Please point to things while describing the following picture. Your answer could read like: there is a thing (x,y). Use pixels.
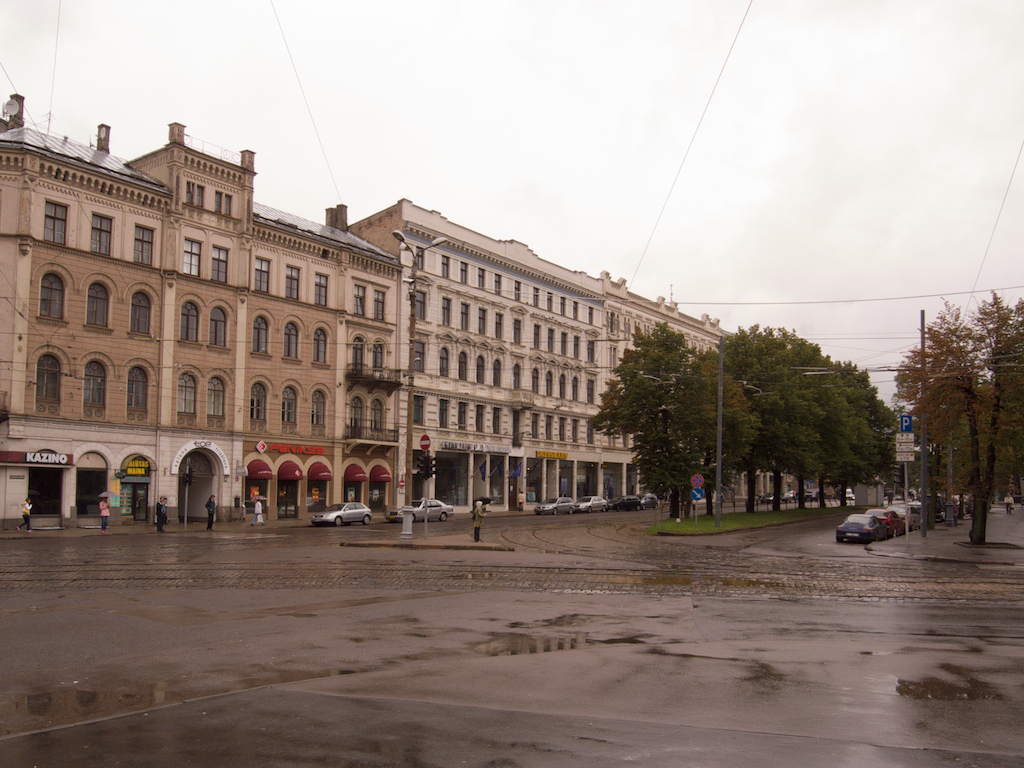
In this image, we can see a few buildings (369,348), glass windows (56,376), walls (433,452), pillars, trees (663,489), hoardings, poles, lights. At the bottom (500,667), we can see roads (342,600). Few vehicles (341,523) are there on the roads (643,651). Here we can see few people (480,510), sign boards (911,457). Top of the image (541,195), there is a sky (550,94) and wires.
